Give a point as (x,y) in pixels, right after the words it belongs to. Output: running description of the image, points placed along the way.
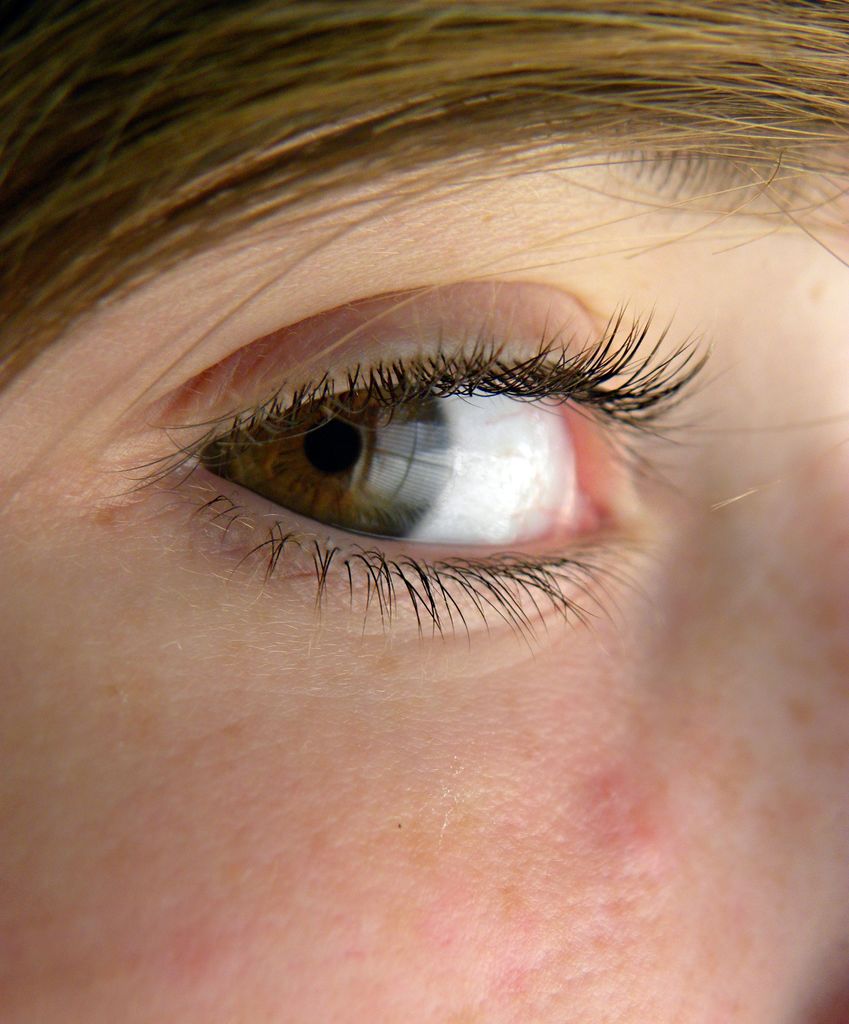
This image contains a human face (420,402) having an eye (358,515) and eyebrow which is covered with hair (636,56).
